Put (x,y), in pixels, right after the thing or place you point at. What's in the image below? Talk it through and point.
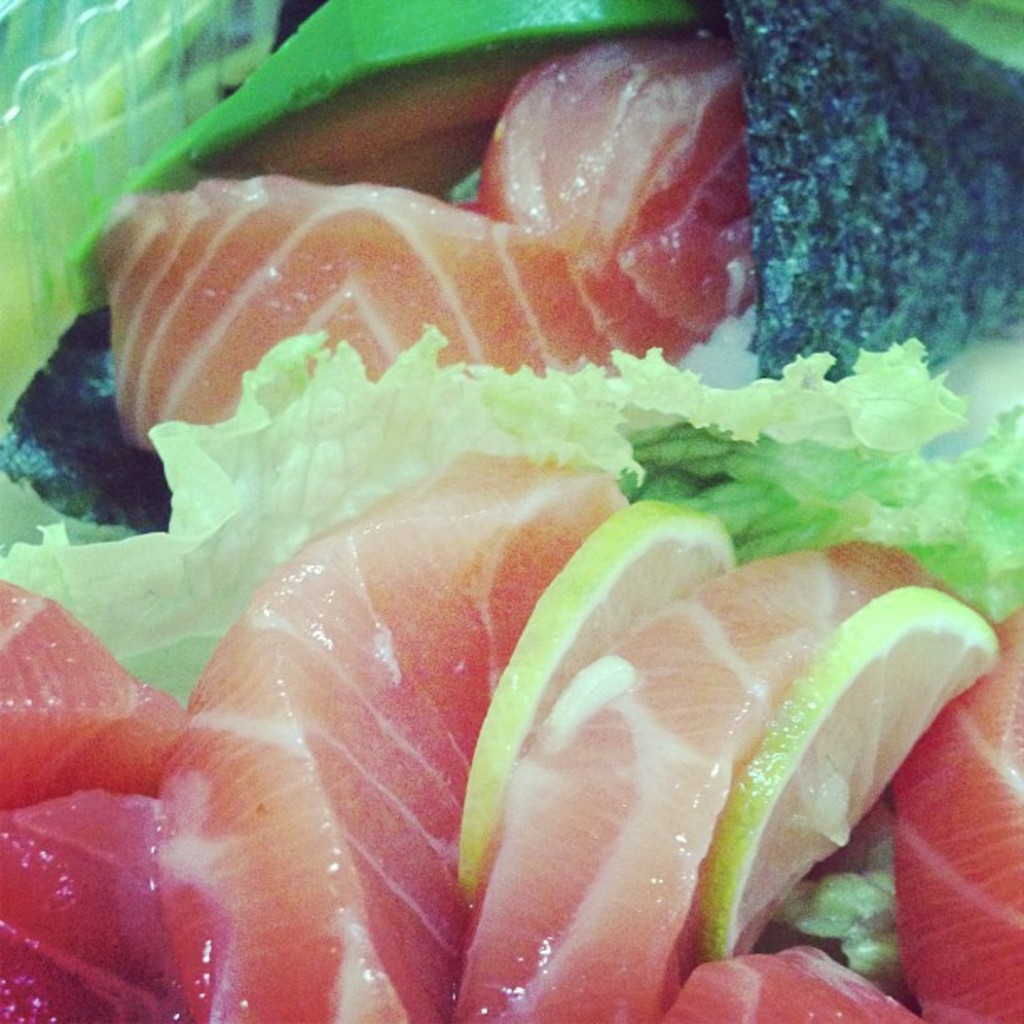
In this picture we can observe some food (574,579). There is some meat (281,785) and lemon slices (801,709) in this picture.
